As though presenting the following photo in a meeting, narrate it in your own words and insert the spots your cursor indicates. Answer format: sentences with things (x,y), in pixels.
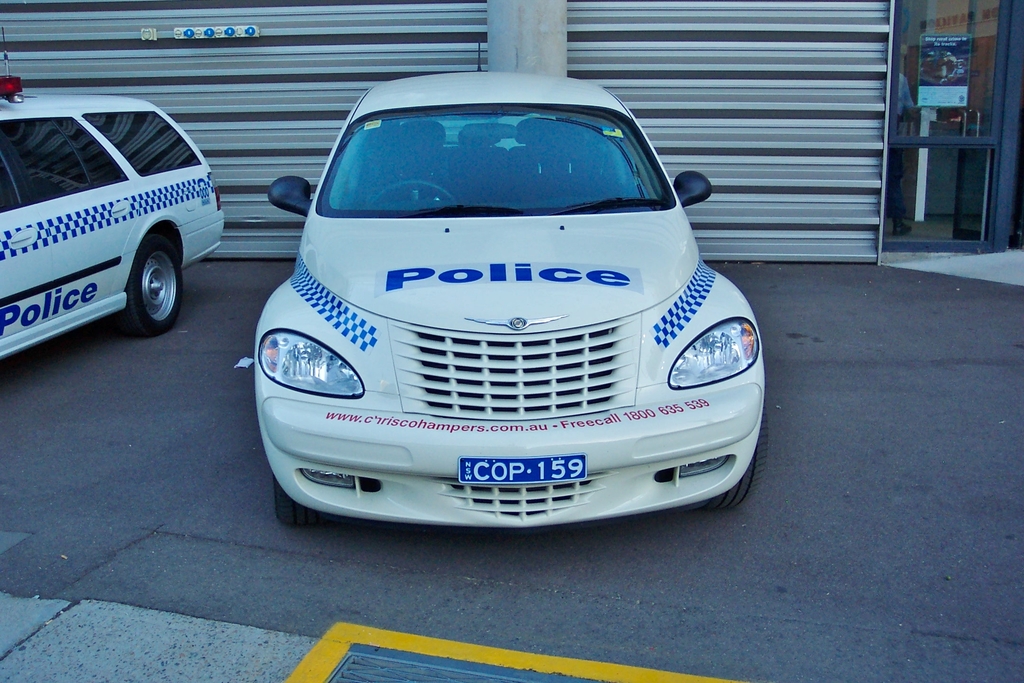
In this picture there is a building (544,57). In the foreground (378,81) there are vehicles (625,230) and there is text (28,310) on the vehicles (365,206). On the right side of the image (1017,136) there is a door (998,141) and there is a poster (939,103) on the door (983,40) and there is text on the poster (925,88) and there is a man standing behind the door (970,211). At the bottom (430,613) there is a road (389,625).
